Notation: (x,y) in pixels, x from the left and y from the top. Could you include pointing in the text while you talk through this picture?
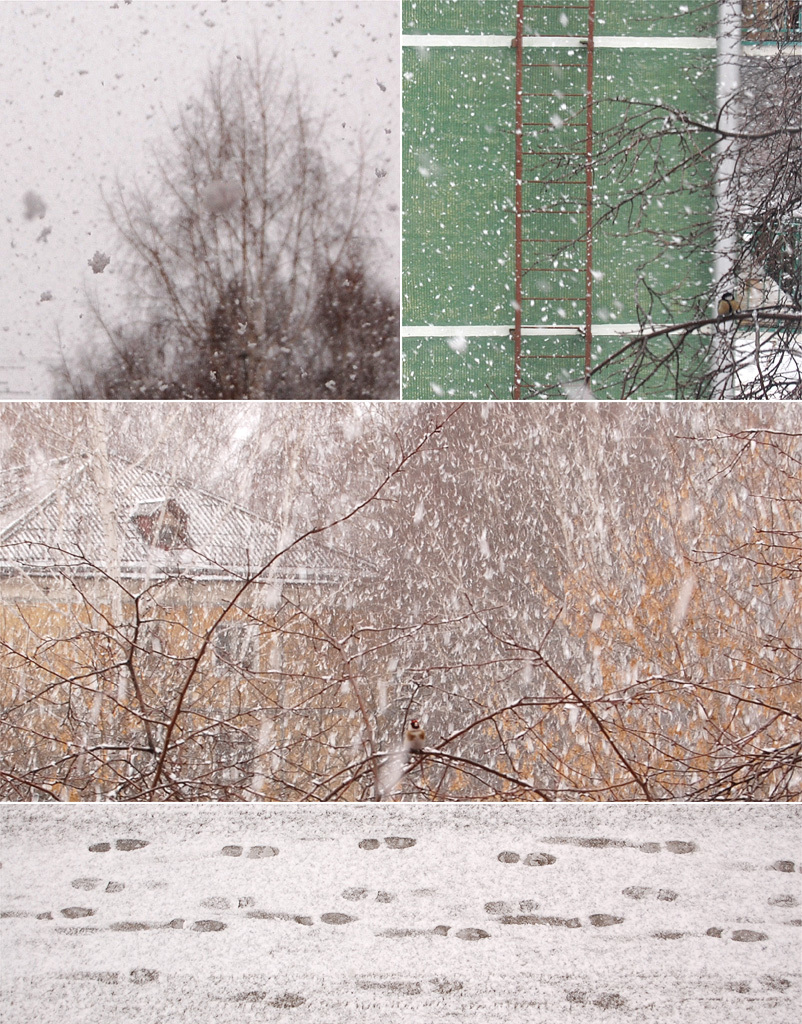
It is a collage image there are four different images, in each image there is a snow fall (513,736) and three images have a dry tree (415,636).
